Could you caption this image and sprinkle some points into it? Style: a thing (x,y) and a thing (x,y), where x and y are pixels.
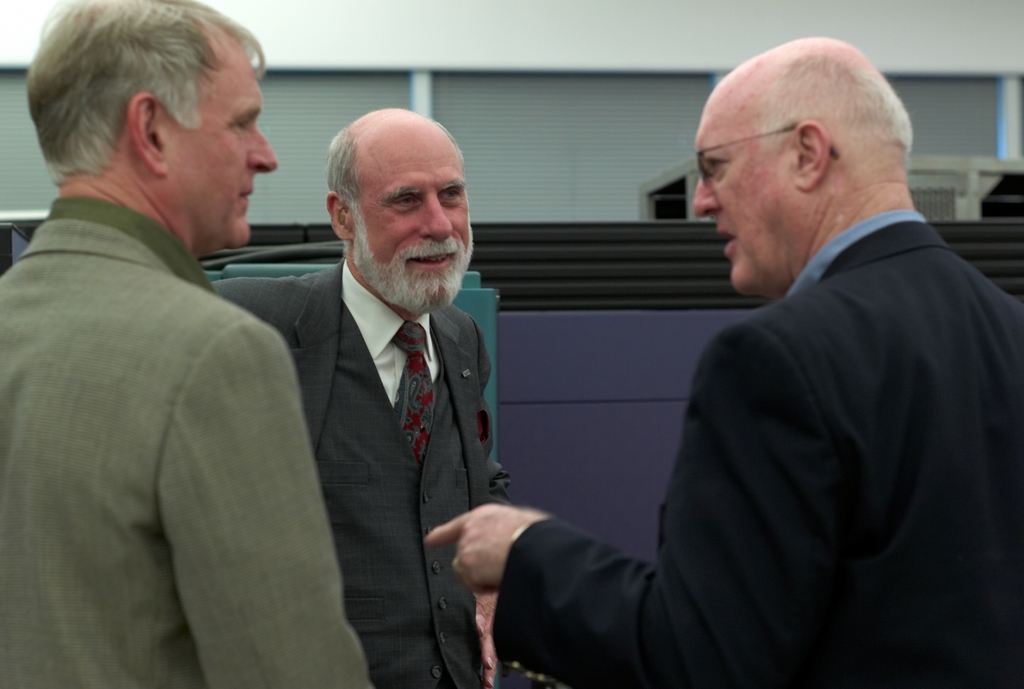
Here in this picture we can see a group of old men (461,325) standing over a place and all of them are wearing suits (318,431) on them and the person (658,615) on the right side (733,607) is speaking something to them and we can see he is wearing spectacles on him and the person (449,420) in the middle (399,261) is smiling and behind them we can see a wall (382,25) present.
